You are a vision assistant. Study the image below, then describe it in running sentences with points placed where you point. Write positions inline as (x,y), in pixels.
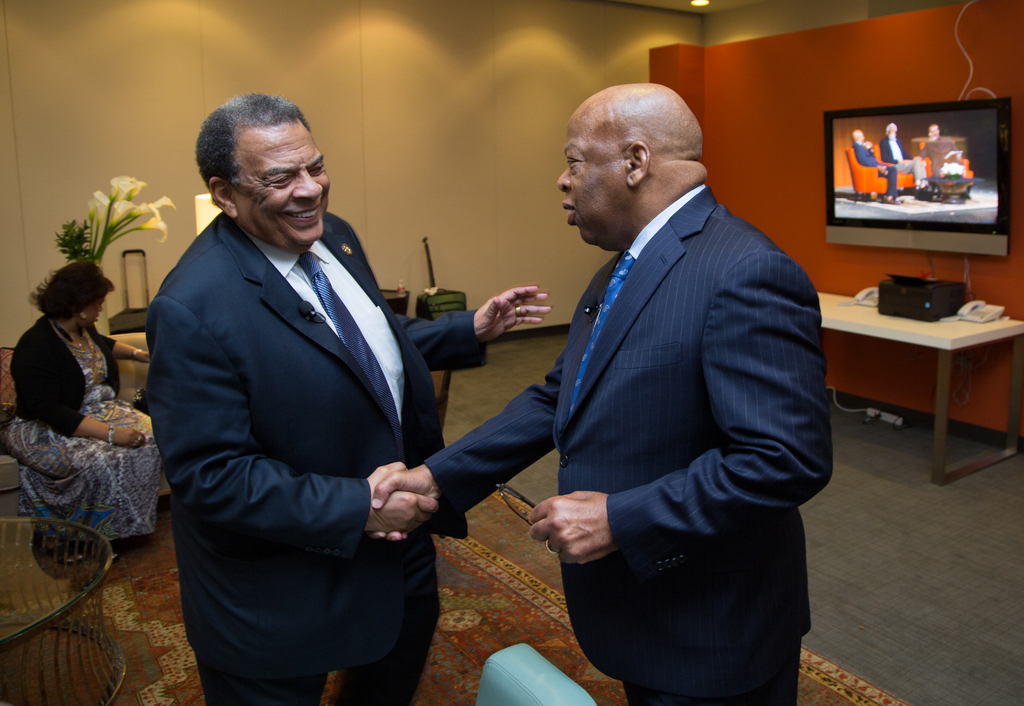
In this picture I can see two men (430,358) are shaking their hands (431,477) and also they are wearing the coats (408,423), ties (576,388). On the left (47,506) there is a woman (133,427) sitting on the sofa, on the right side (950,235) I can see a television (867,183) and there are telephones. In the background (1013,304) there is the wall (537,260).
